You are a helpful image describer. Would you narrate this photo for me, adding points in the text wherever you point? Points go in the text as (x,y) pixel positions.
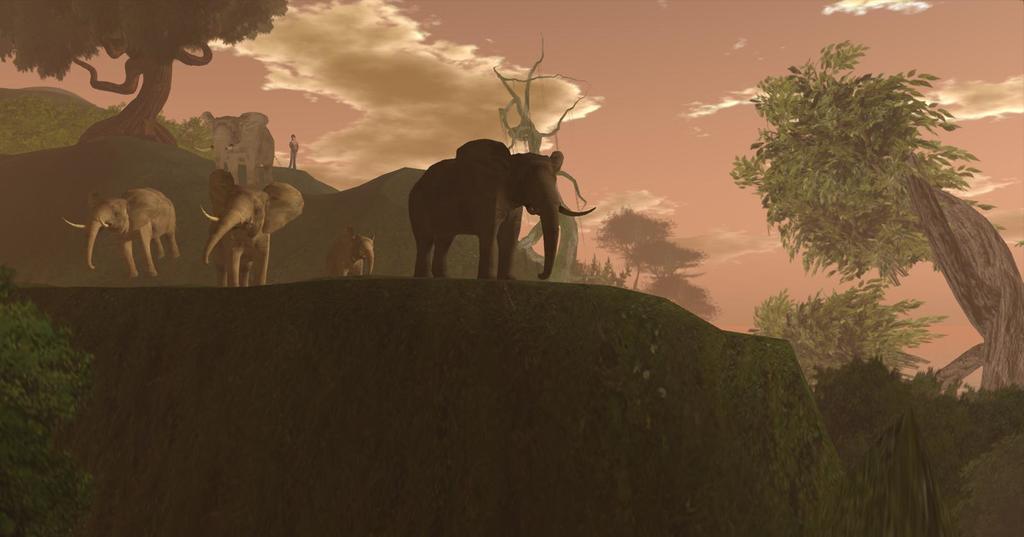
Here this is a animated image, in which we can see elephants (458,209), plants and trees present over a place (182,201) and we can see clouds (323,171) in the sky (444,124).
